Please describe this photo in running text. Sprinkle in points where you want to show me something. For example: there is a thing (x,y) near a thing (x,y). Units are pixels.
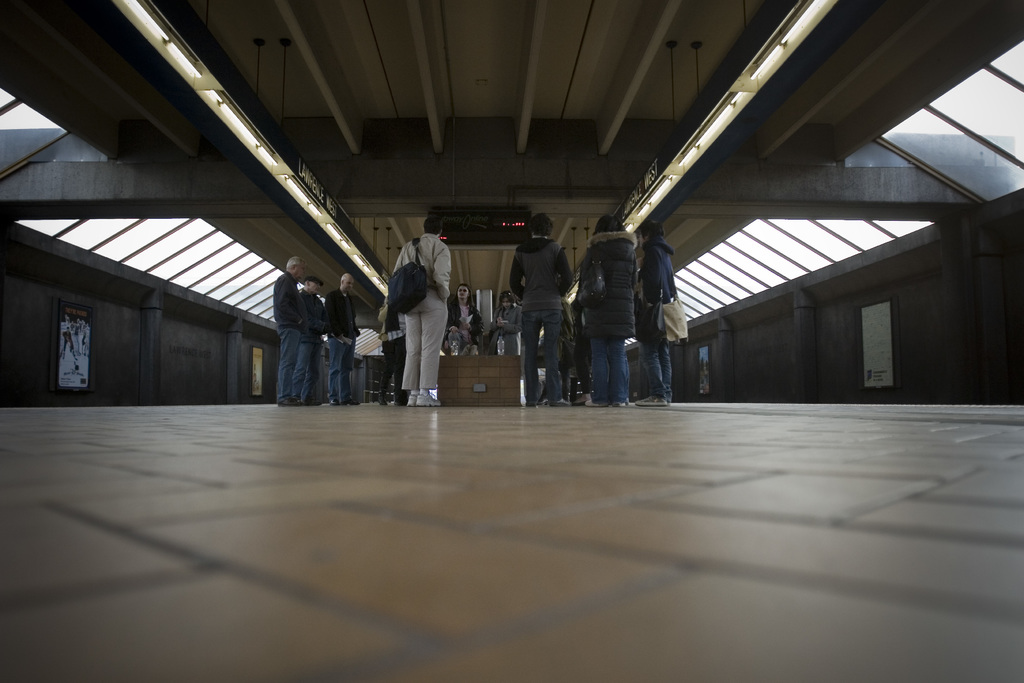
In the center of the image (611,346) there are people (589,399) standing on the floor (403,456). At the top of the image (383,181) there is a ceiling (378,167). To both sides of the image there are walls (199,351).
